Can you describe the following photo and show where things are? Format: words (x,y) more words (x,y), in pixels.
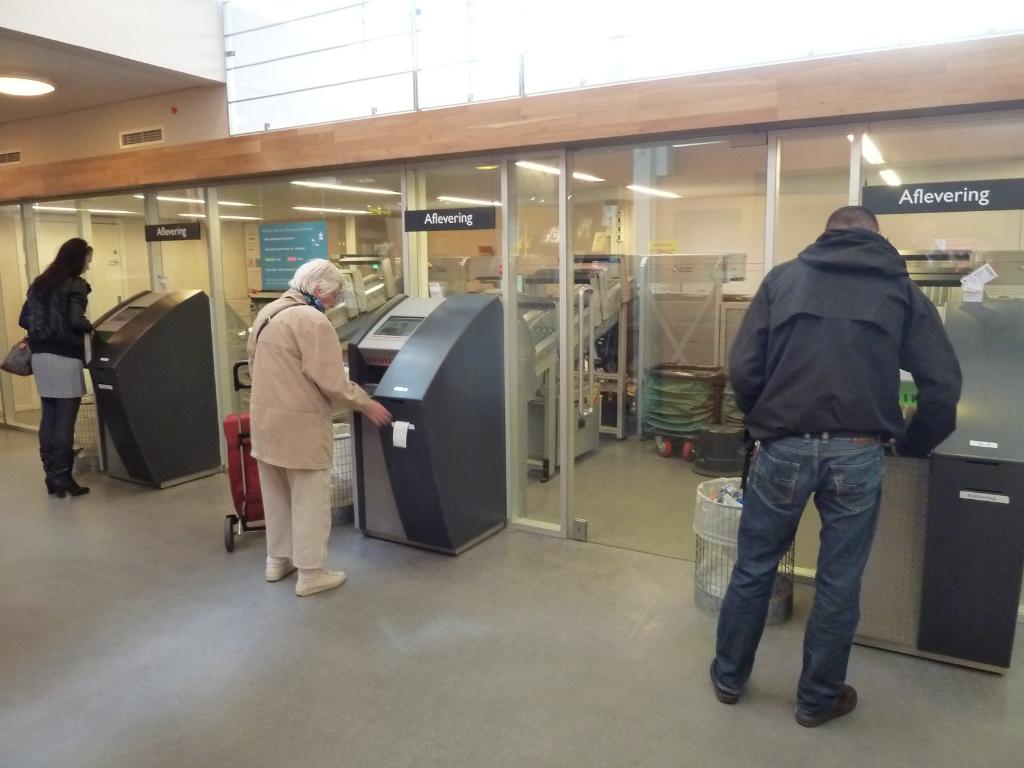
In this image there are people (265,475) standing in front of the machines (980,344). Beside them there are dustbins (343,488). There are name boards (963,196) on the glass doors (682,310). Through the glass doors (633,310) we can see few objects (556,297). In the background of the image (802,200) there is a wall (731,209). At the bottom of the image (268,652) there is a floor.
